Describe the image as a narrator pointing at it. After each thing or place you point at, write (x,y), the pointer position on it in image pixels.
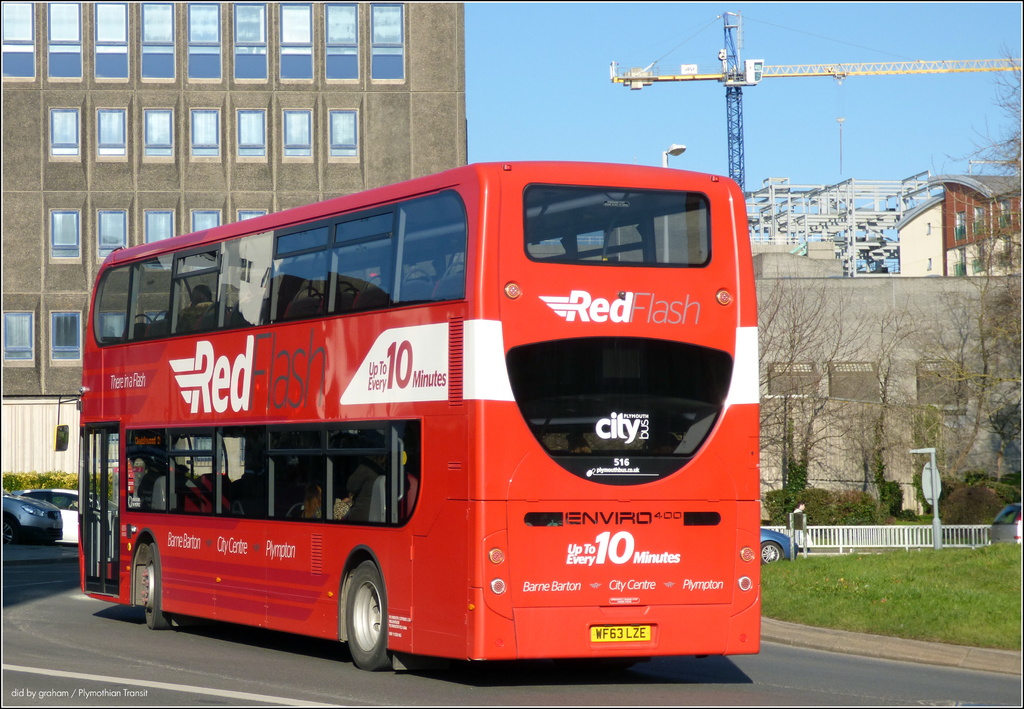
In this image we can see bus (254,523) on the road (451,675). On the bus (240,410) there is text (238,408). Near to the bus (305,467) there are few vehicles (37,528). Also there is a railing (851,531). And there are trees (912,423). In the background (233,172) there are buildings (876,293). And there is a crane (740,109). Also there are light poles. And there is sky (585,110).
